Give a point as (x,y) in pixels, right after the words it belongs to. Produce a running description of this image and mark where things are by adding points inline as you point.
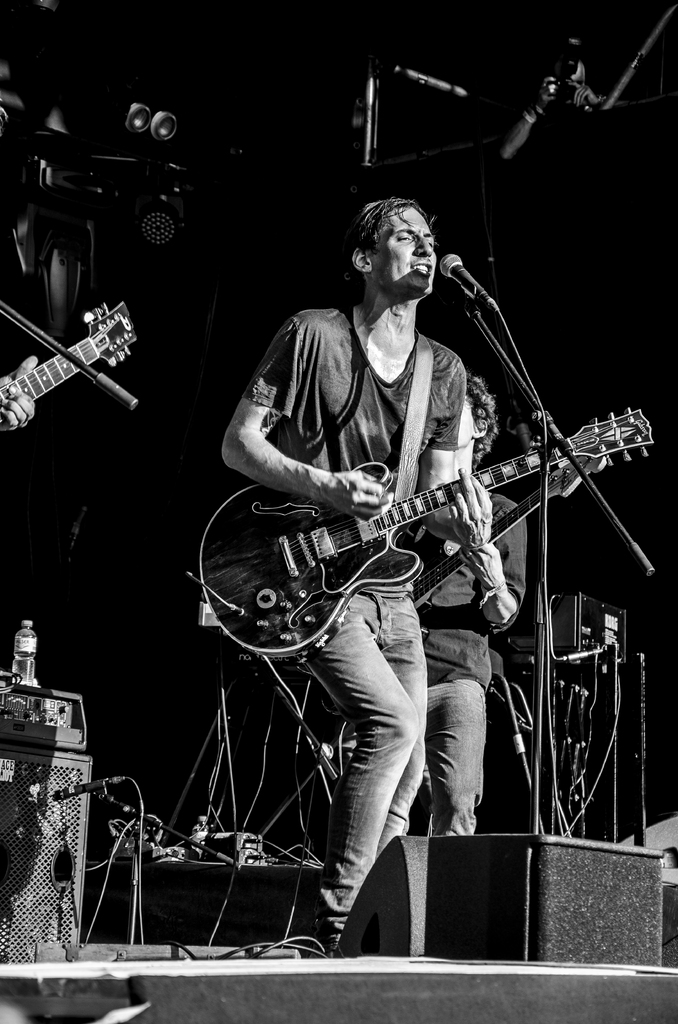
In this image I can see a man (472,483) is singing and also playing the guitar (335,565), he wore t-shirt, trouser (398,668). This image is in black and white color.
